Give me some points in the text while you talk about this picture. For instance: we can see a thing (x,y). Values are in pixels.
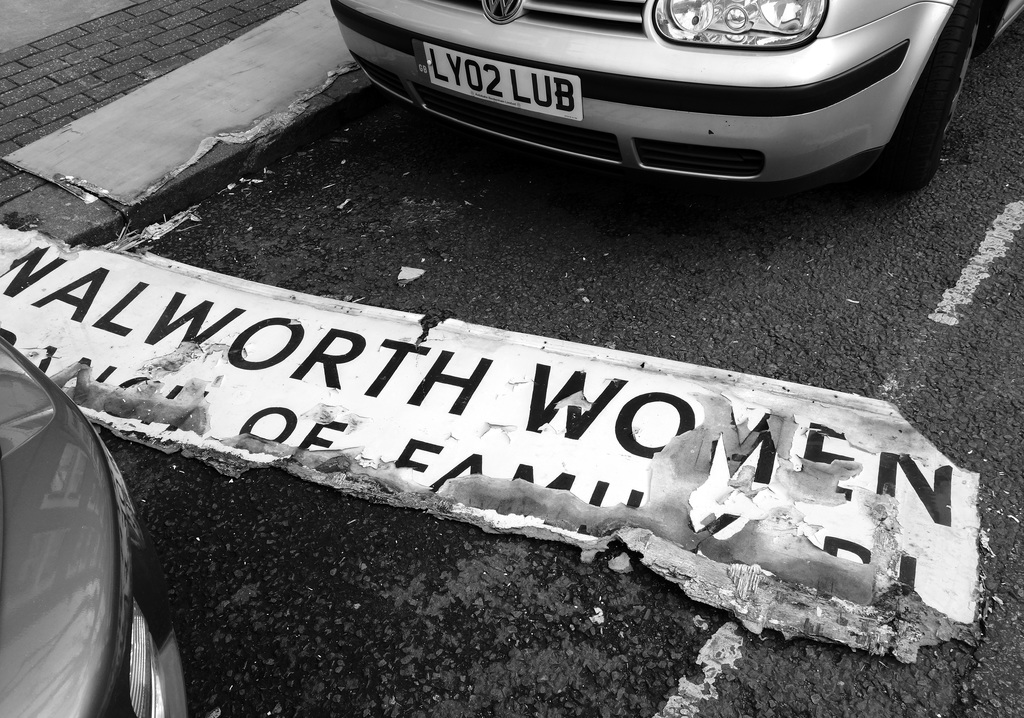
In this image we can see some vehicles (750,18) on the road (923,681) and there is a board (316,306) with some text (738,482) and to the side there is a pavement (173,21).
